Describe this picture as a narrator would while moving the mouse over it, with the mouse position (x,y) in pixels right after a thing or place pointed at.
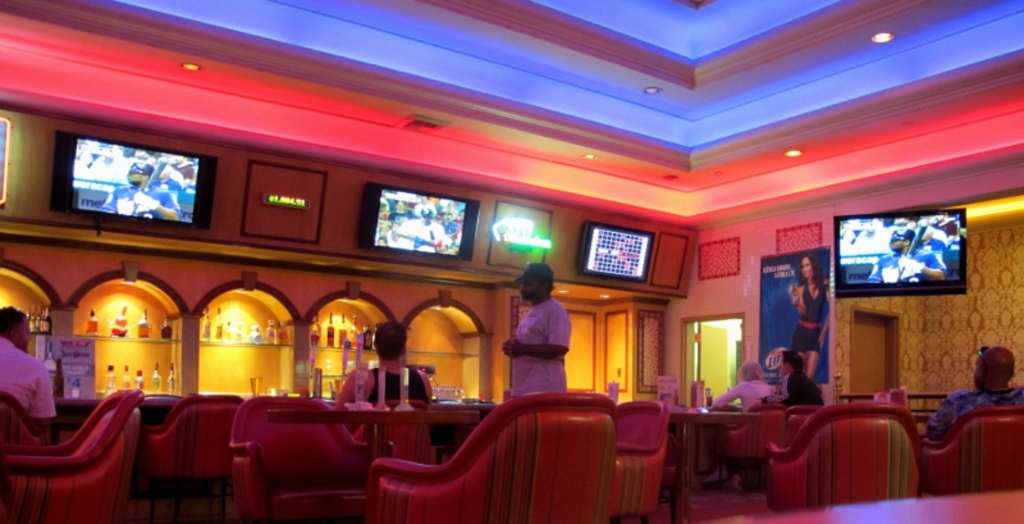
In this picture there are few people (722,399) sitting on the chair (645,421). There is a man (548,342) standing. There are few bottles (143,330), glass (256,383) arranged in a shelf (116,358). There is a poster (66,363). There are televisions (63,174) and some lights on the wall (700,232).
